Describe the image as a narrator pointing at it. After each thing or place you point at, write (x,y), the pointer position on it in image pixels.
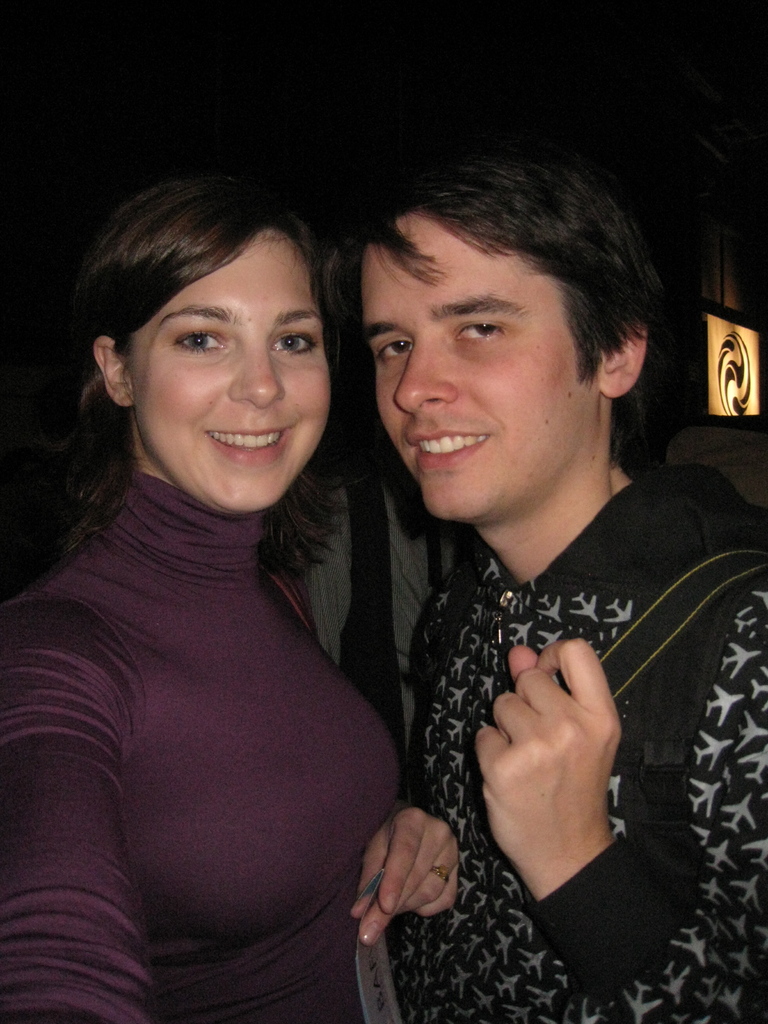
In this image, I can see two persons (429,778) standing and smiling. On the right side of the image (738,400), there is a board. The background (332,91) is dark.
